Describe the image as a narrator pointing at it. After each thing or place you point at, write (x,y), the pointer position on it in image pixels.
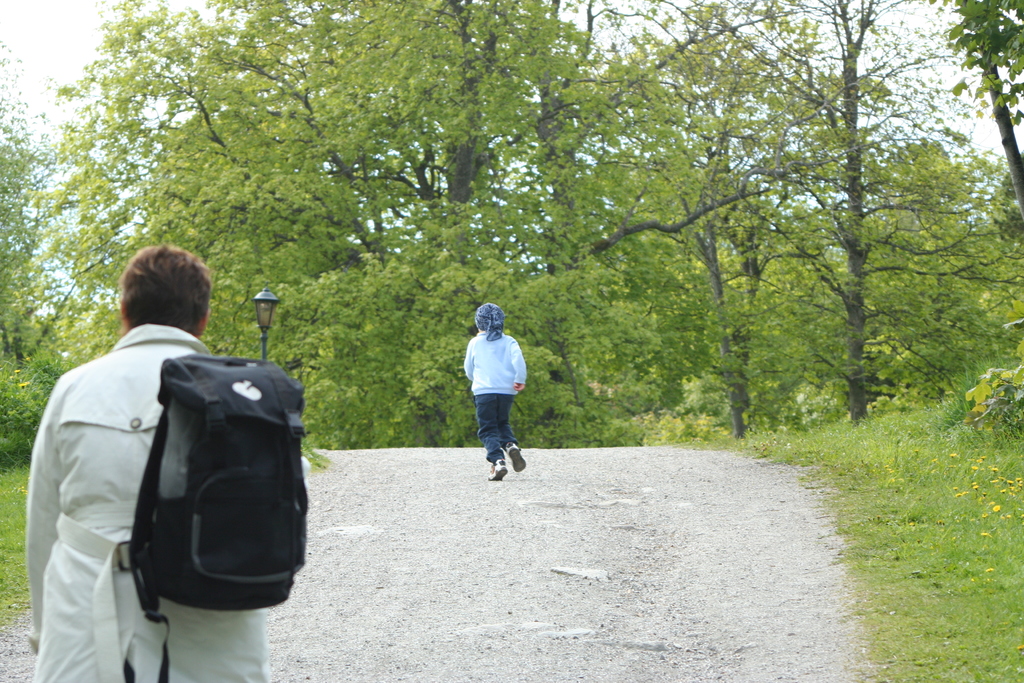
There is a person (144,296) holding bag (206,461) on the shoulders (126,395) and walking on the road (395,552). There is a child (498,381) running. We can observe some trees (349,98) and the sky (88,45) in the background (329,92).
